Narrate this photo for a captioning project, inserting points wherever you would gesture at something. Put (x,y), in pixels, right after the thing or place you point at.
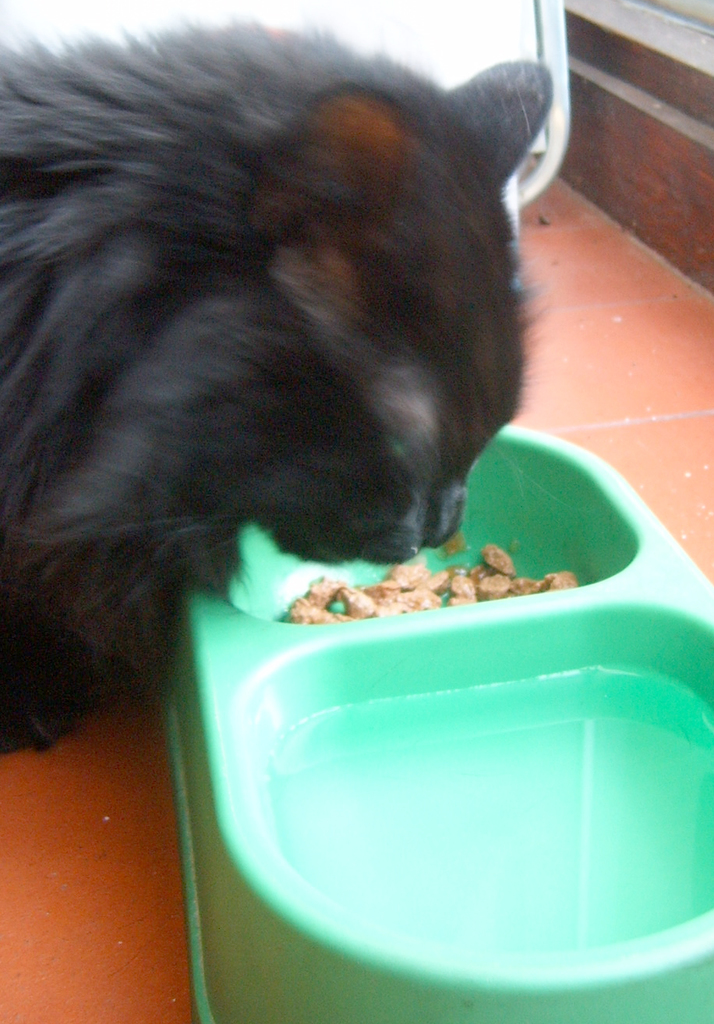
In this picture we can see a black color cat (298,555) eating something, there is a plastic bowl (509,773) here, it is of green color.
